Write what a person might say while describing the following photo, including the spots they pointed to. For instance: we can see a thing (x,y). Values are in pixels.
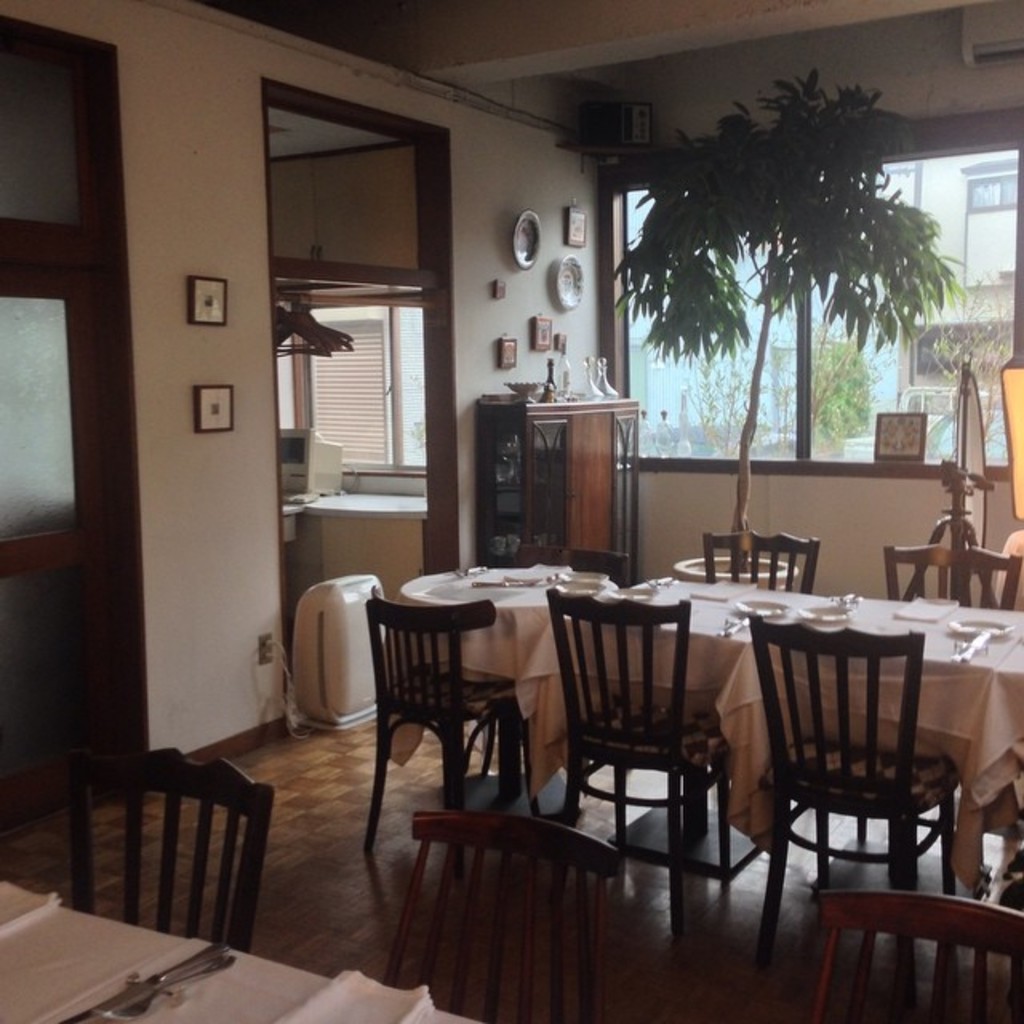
In this image, there are some chairs (676,776). We can see some tables (183,1007) covered with white colored cloth (947,686) and some objects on it. We can also see some trees (705,391). We can see the ground (349,776). We can see the wall (175,523) with some objects (190,288). We can see a small wooden wardrobe (555,423) with some objects (525,394). We can also see the window (645,391).
